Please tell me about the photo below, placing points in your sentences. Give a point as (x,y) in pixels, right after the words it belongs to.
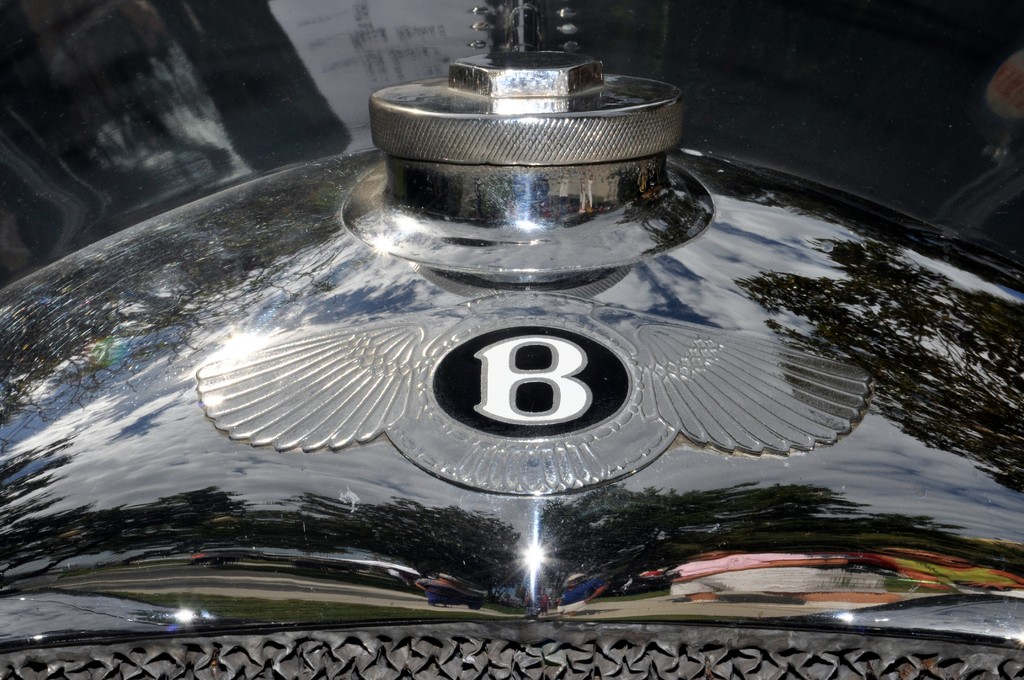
In this image I can see there is an iron thing (699,473) in black color. On this there is the symbol 'B' (577,388).
